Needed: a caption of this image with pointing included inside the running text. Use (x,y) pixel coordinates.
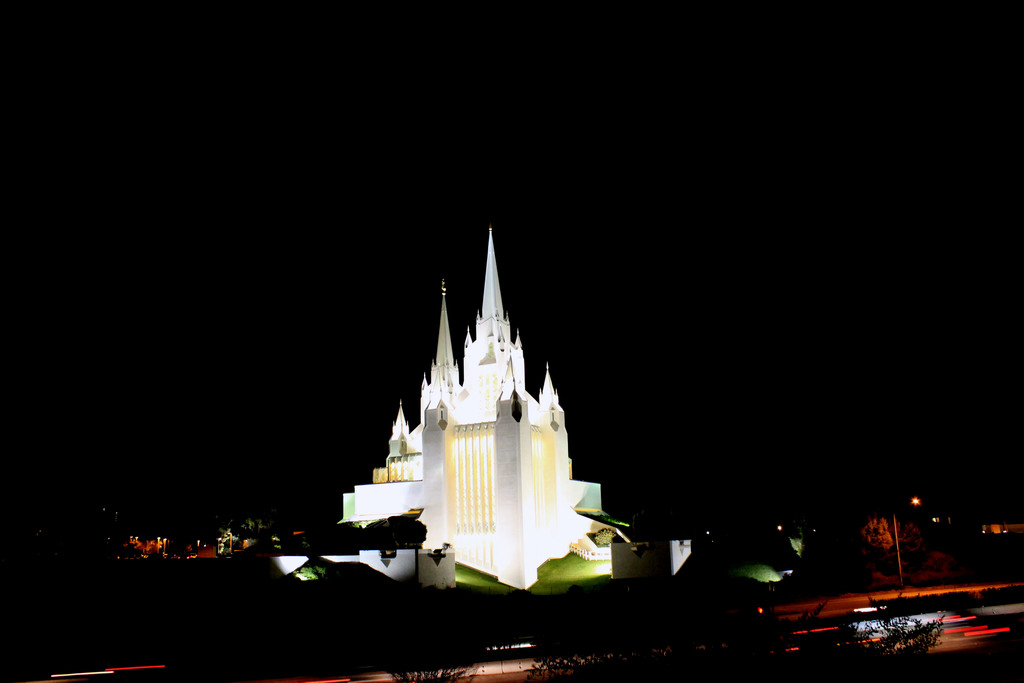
This picture is clicked outside. In the center (484,422) we can see the spire (493,334) and some other objects (568,511). In the background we can see the lights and the background of the image (803,74) is very dark.
